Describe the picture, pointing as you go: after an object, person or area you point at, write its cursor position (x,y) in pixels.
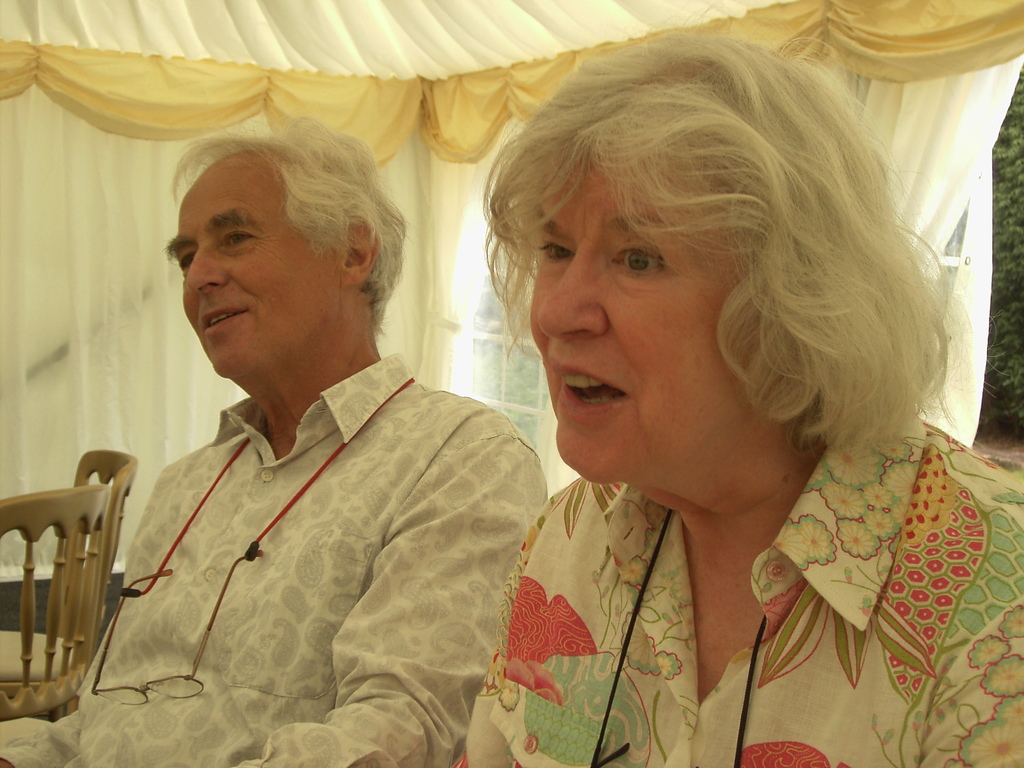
In this picture we can see a old man (183,192) and old woman (537,710). The old woman (614,360) is speaking and also we can find some couple of chairs (4,527) here, we also have some decorative cloth (459,56) and a tree (999,419) is visible at the right corner (998,297).
